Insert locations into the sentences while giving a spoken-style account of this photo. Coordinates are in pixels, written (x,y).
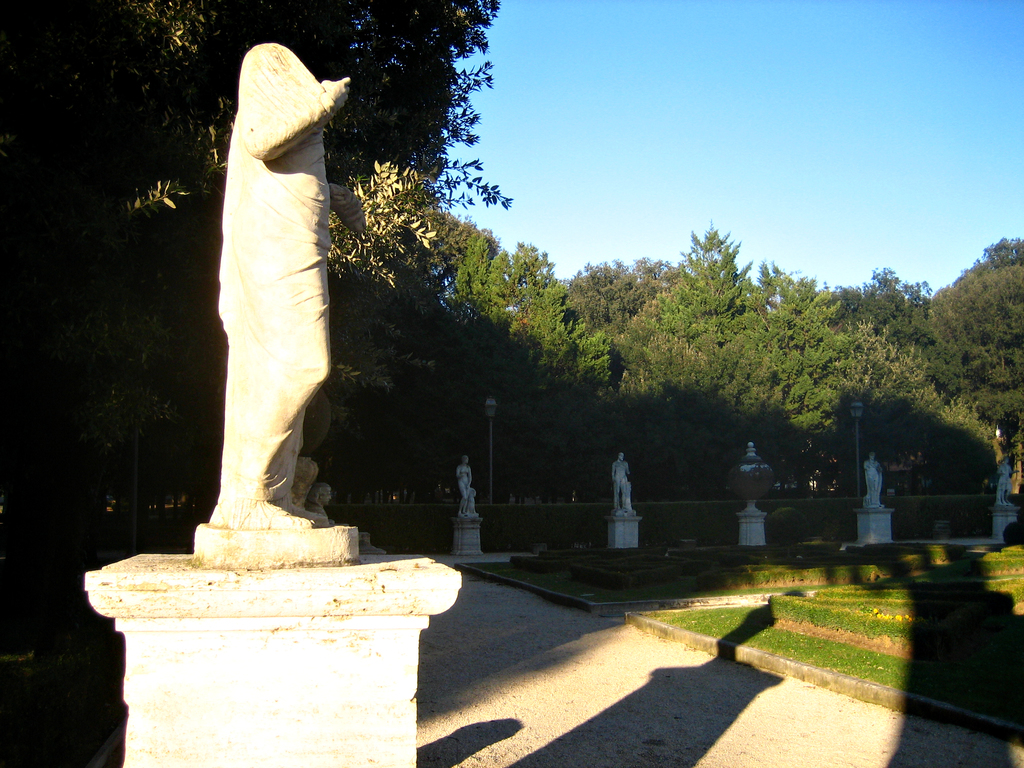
In this picture, there are statues (290,427) towards the left (277,422). In the center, there are few more statues (870,477). Before them, there is grass (817,640). In the background (13,138), there are trees (906,386) and sky (734,172).
